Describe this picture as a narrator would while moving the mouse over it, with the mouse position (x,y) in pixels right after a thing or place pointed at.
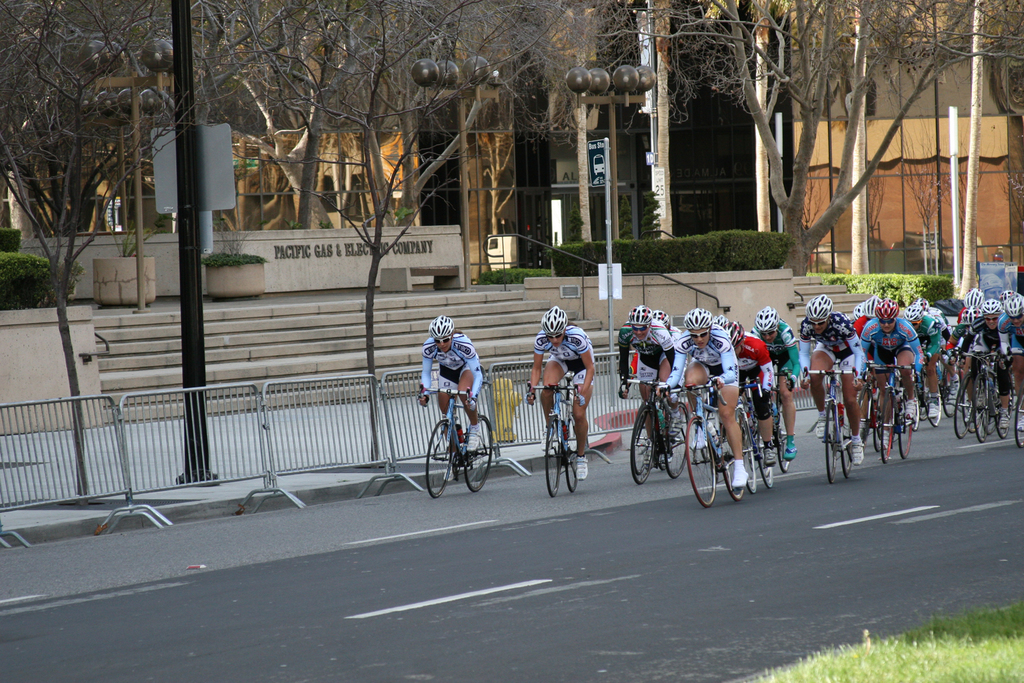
In this image I can see there are group of persons (727,337) riding on bi-cycles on the road (668,630), in the bottom right (975,653) I can see grass (947,653), in the middle (356,365) I can see fence (608,384) and poles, trees (808,239) and buildings (337,141) and bushes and staircase (292,343).
